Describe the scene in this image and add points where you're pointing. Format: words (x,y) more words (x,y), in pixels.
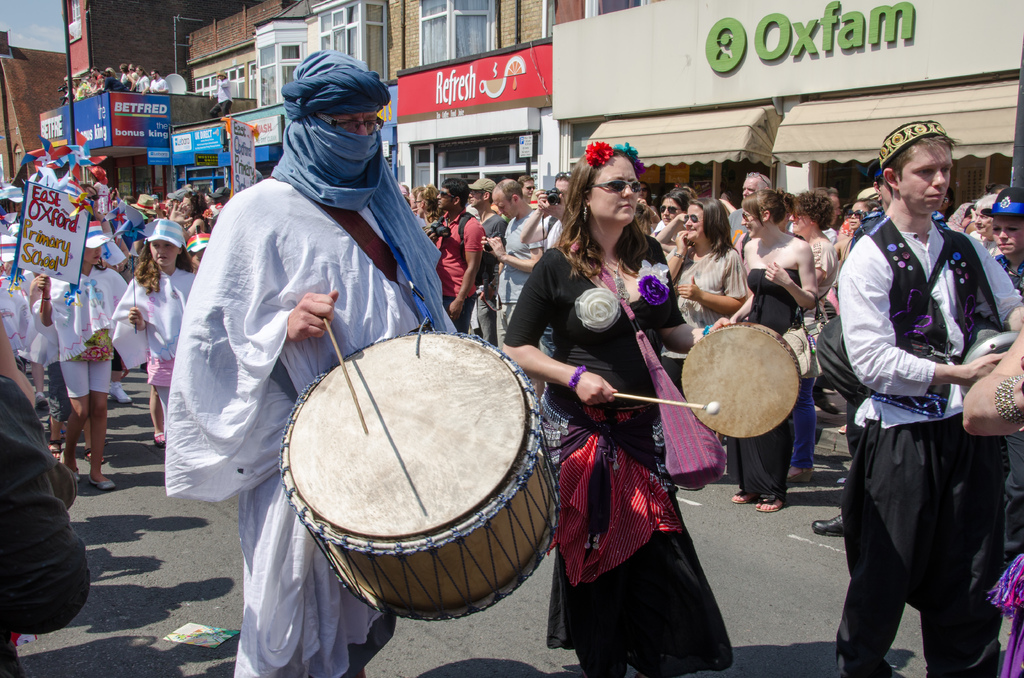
This is completely an outdoor picture. On the background of the picture (322,37) we can see few buildings (375,29) and these are hoardings (737,54). On the road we can see all the persons (511,210) standing. few are walking and few are playing drums (526,503).
